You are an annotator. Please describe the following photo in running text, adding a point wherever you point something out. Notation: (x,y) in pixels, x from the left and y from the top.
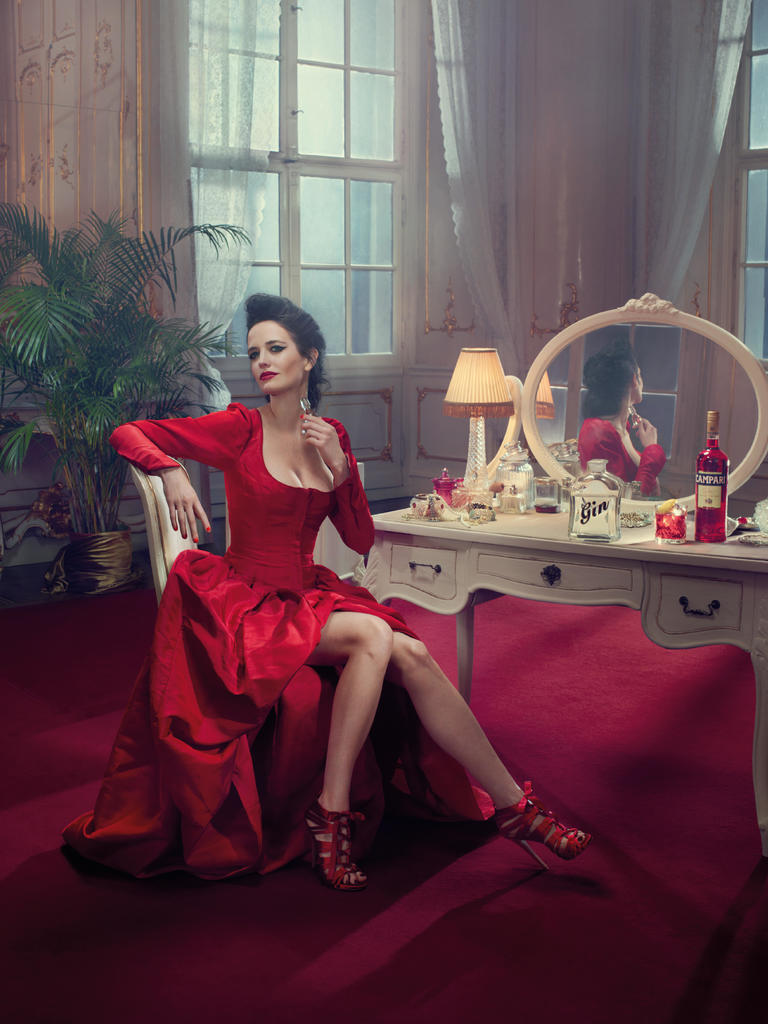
In this picture there is a lady (290,372) with red color dress (257,569) and sitting in the chair (173,556). There is also a table (498,539) with glass mirror (688,487) on it. We find the lamps (460,413) and a bottle of gin (590,521) kept on it. In the background (90,360) we observe a beautiful plant (101,360) and curtains (678,152). There are also glass windows (326,198).
